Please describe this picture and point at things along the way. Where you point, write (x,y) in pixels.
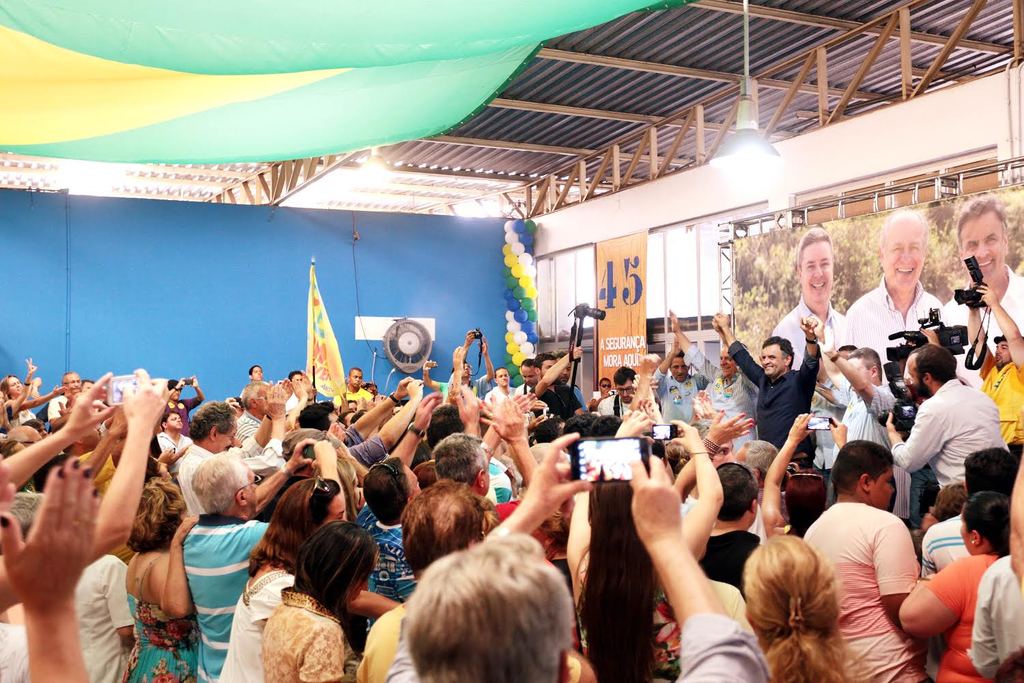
In this image I can see the group of people (404,539) with different color dresses (864,415). I can see few people (558,479) are holding the mobiles (596,469) and cameras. In the background (818,286) I can see the banner (627,327), boards (964,366), balloons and the flag (317,358). I can also see the fan (408,359) in-front of the wall (165,357). There are lights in the top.
